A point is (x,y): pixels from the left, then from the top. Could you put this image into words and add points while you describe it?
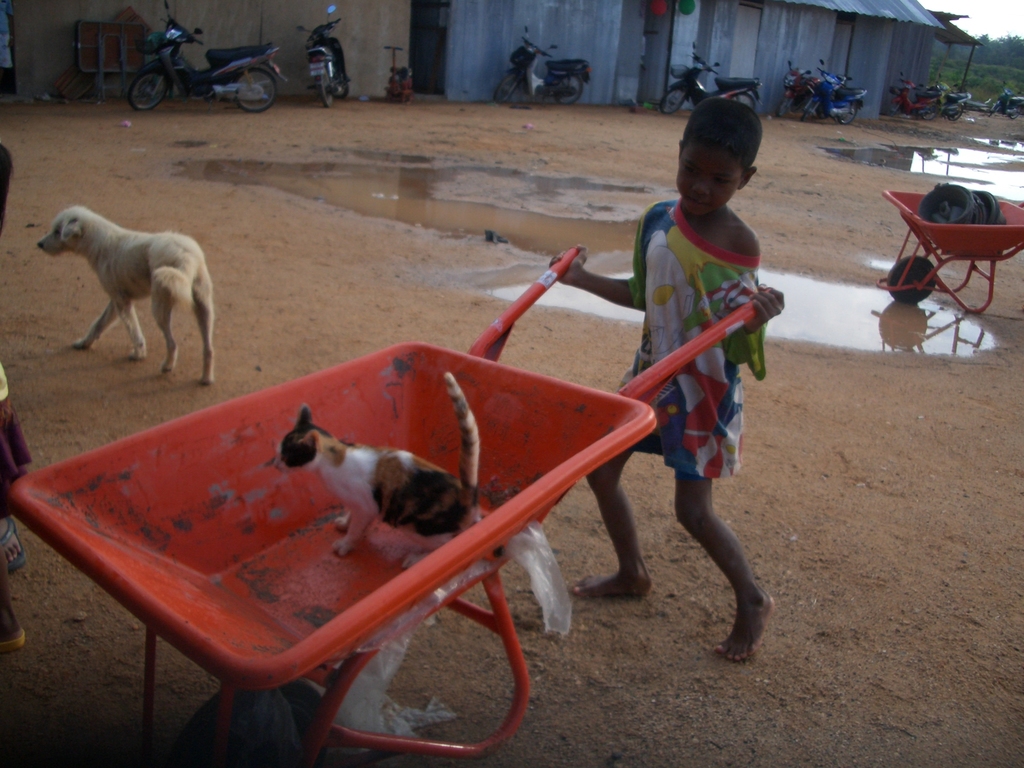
In this image I can see a kid (697,241). I can see a cat (421,519). I can see a dog (151,262). I can see the water (489,206). In the background (569,83), I can see the vehicles (703,93).
